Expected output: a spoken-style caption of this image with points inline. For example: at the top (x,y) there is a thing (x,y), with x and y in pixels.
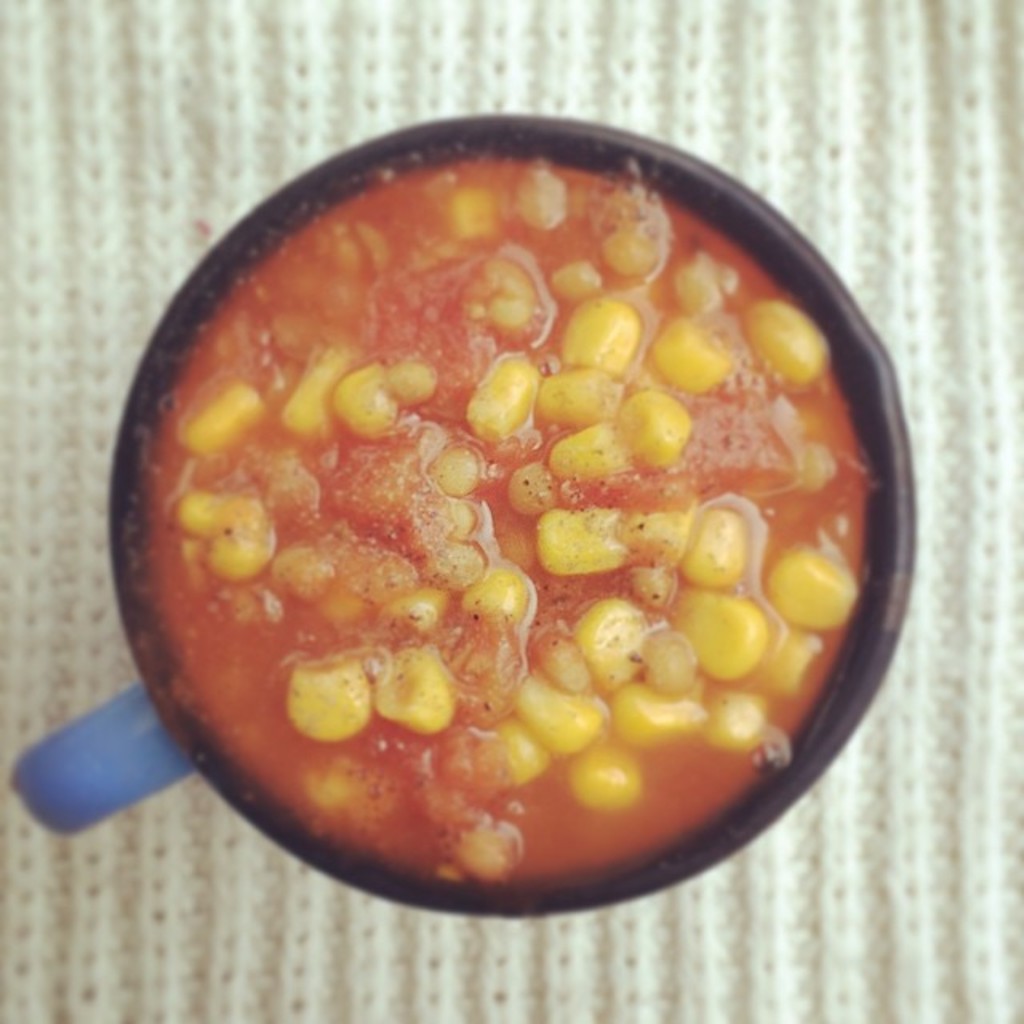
In this image we can see the food item (644,423) in a black vessel (829,288) which is on the white mat (107,145).
